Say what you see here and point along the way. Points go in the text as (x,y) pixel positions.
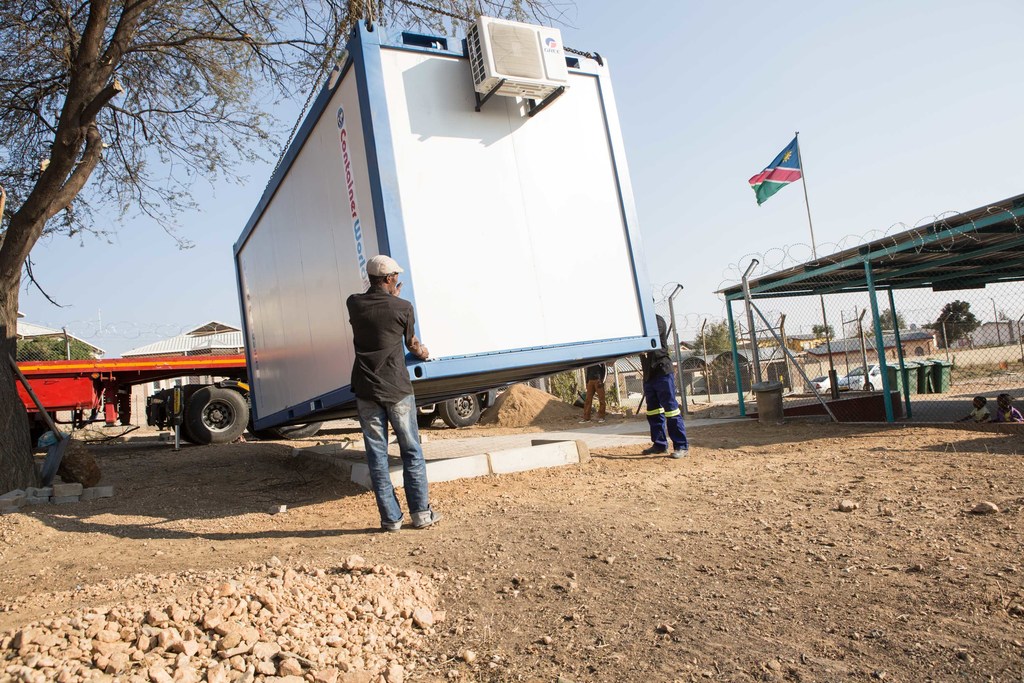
We can see a container box (370,185) is in the air (574,28) and it is tied to the ropes (576,52) at the top (461,179) and a person (385,338) is standing on the ground (415,534) and holding the container (430,334) with his hands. At the bottom (593,460) there are stones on the ground (629,562). On the left (229,403) there is a tree (125,18) and a vehicle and on the right (833,372) we can see a fence (823,366), poles (906,378), dustbins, vehicles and a flag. In the background (94,239) there are houses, trees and the sky (36,105).
